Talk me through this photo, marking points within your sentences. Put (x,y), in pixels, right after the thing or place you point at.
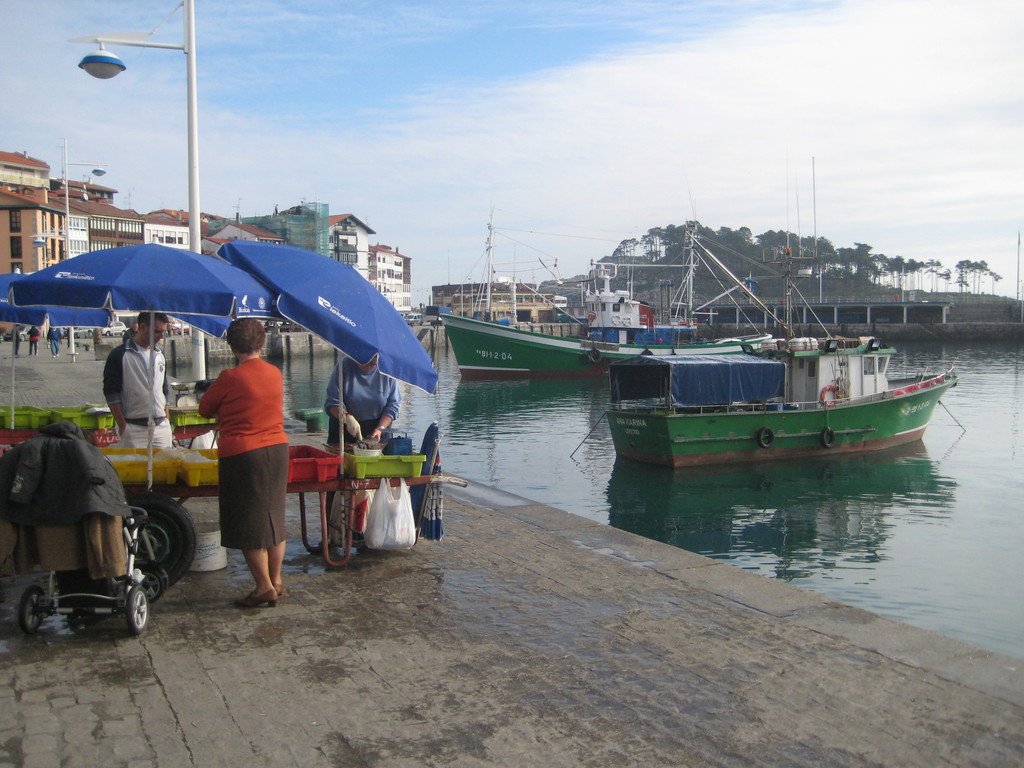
In this image I can see few boats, water (925,541), building (87,226), trees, light-poles (192,154), blue tents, trolley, few people (227,460). One person (370,431) is holding something. The sky (424,282) is in blue and white color.
